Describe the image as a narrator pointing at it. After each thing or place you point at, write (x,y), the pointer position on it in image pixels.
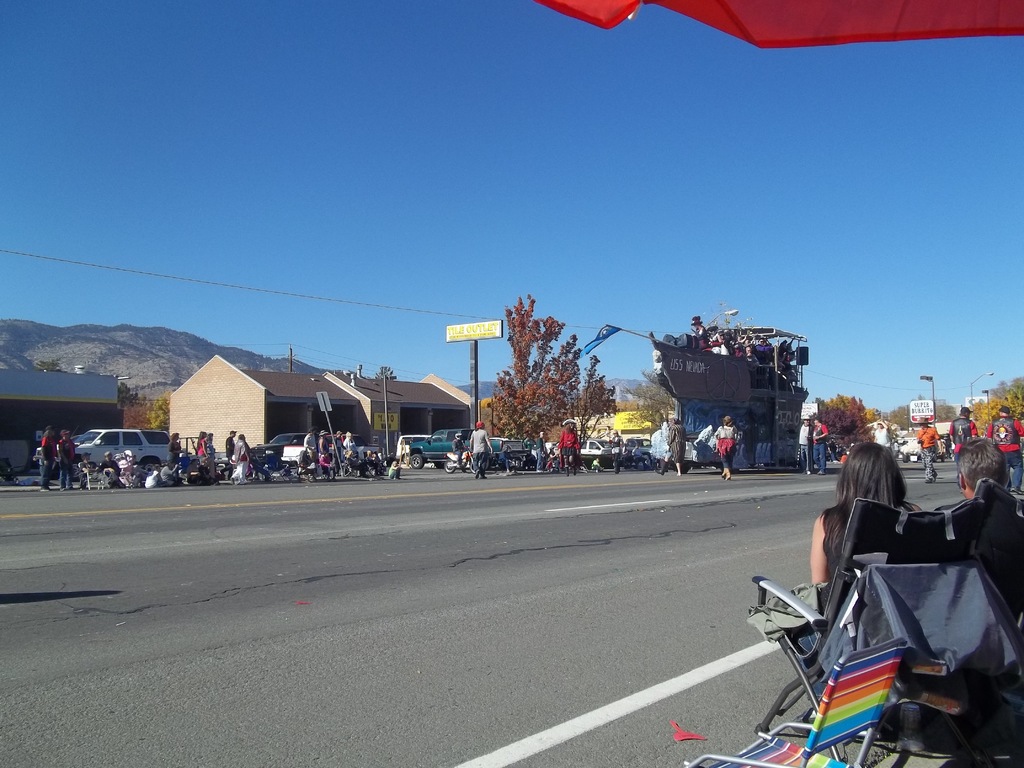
In the foreground of this image (866,580), on the bottom right (952,527), there are two persons (872,498) sitting on the folding chairs (909,629). On the top (885,18), there is the red tent (815,17). In the middle (677,380), there is a cart (776,425) like a vehicle (776,439) moving on the road (468,501) and few persons (747,351) on it and also few persons (677,464) walking on the road (834,467). In the background (531,396), there are trees (896,412), poles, boards (930,403), vehicles (270,440), houses (294,431), few persons (168,482) sitting, walking and standing on the road (492,470) and we can also see the mountains (172,341), cable (195,279) and the sky (406,121).
